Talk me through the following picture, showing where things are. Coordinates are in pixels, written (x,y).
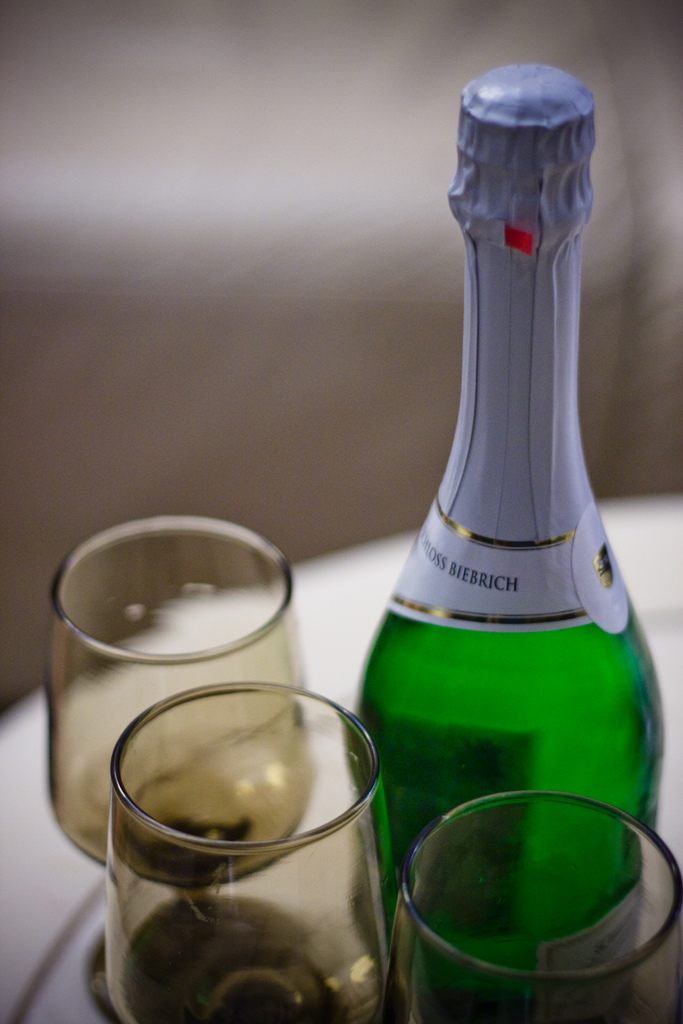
We can bottle (624,701), glasses (197,1018).
